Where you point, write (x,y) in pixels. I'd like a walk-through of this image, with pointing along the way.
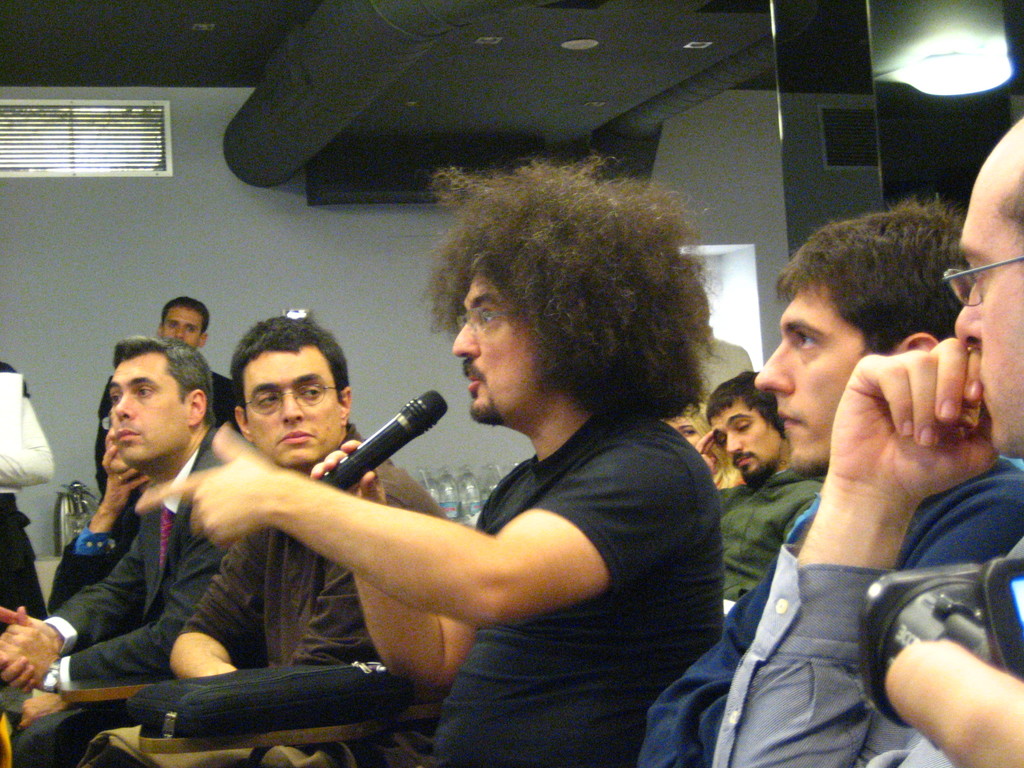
There are few men (624,461) sitting. There is a man (615,589) with black t-shirt (614,609) is sitting and holding a mic (410,429) in his hand (352,447). He is talking. And in the background (171,310) there is a man (189,319) standing. Beside him there are water bottles (439,491) on the table (55,563). And to the top left corner (130,159) there is a window (103,134). And to the top right corner (951,60) there is a light (962,53).
